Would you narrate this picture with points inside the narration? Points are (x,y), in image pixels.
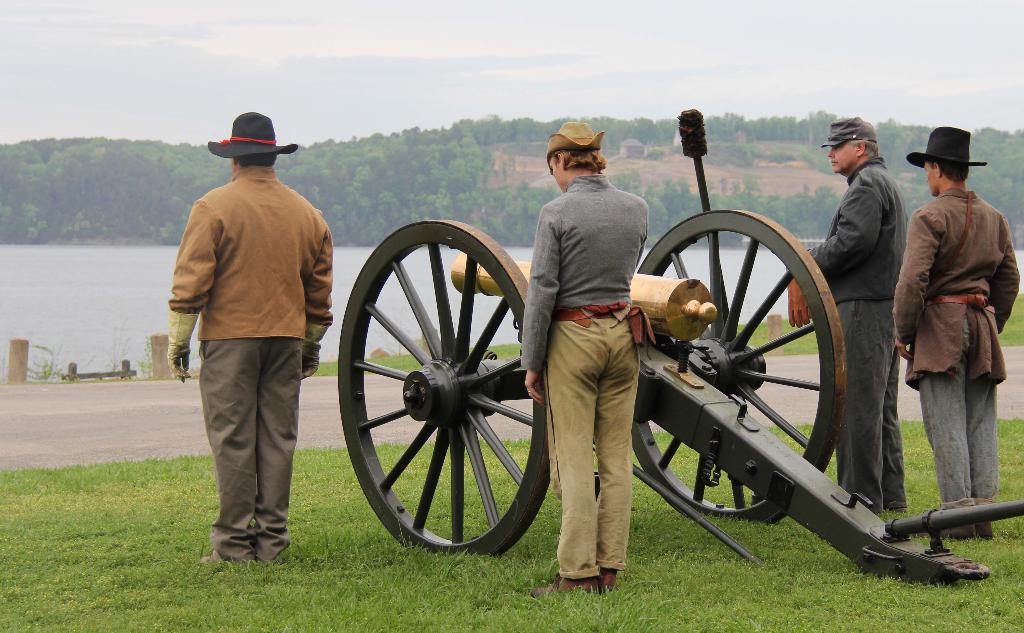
In this image there is the sky (571,55), there are trees (96,231), there is water (89,287) truncated towards the left of the image (91,272), there is grass (149,572) truncated towards the bottom of the image (105,532), there are four persons (854,268) standing on the grass (309,566), there is a person (846,192) holding an object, there is cannon (513,395) on the grass (540,567), there is an object (991,512) truncated towards the right of the image (1014,514).
